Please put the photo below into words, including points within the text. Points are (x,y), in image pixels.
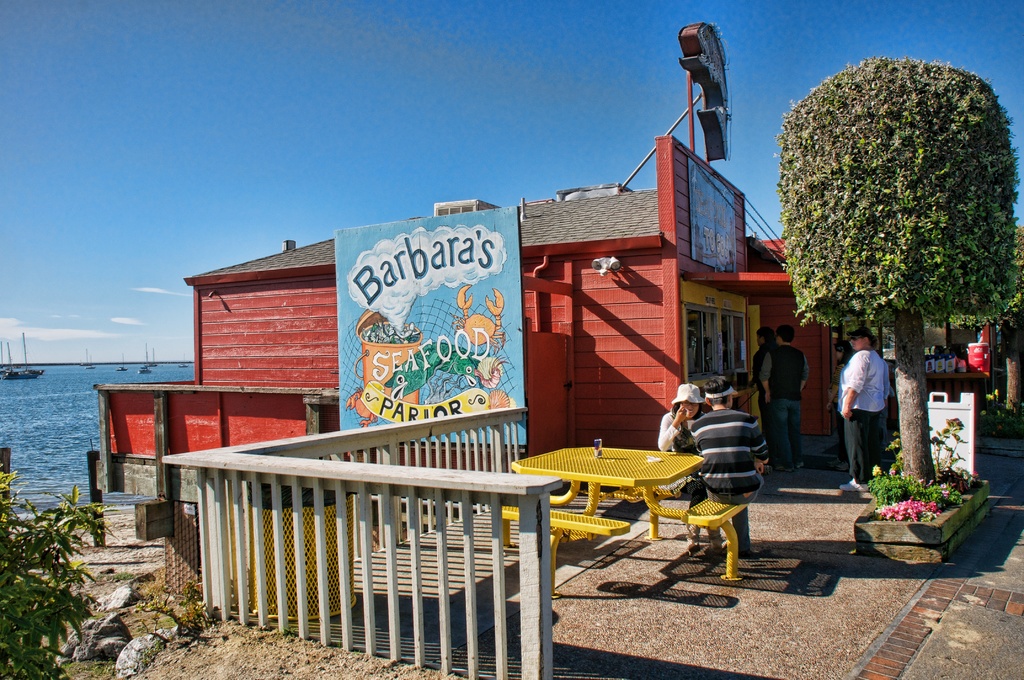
In this image there is a shed (329,428) and we can see boards (415,314). There are trees (1009,263). We can see a table (570,490) and benches (720,510). In the background (54,375) there is water (54,375) and we can see boats (20,369) on the water (153,375). At the top (475,79) there is sky (475,79) and we can see shrubs (908,487). There are people (714,456).
